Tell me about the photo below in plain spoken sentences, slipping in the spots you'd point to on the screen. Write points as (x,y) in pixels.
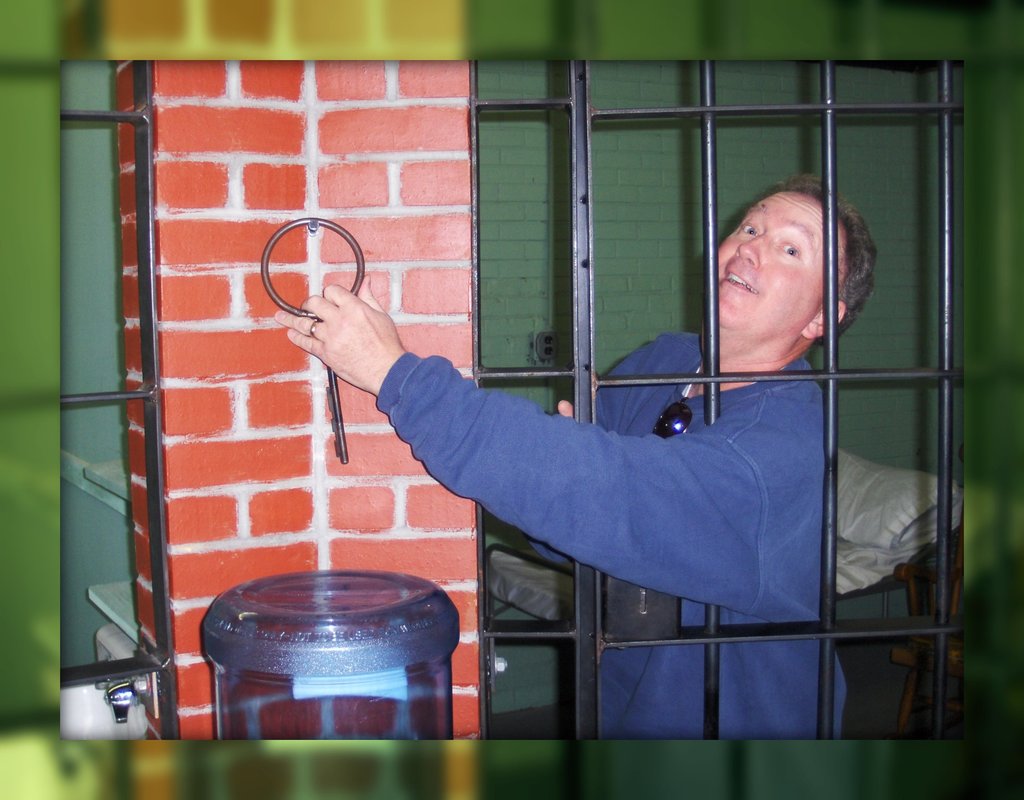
In this picture there is a man (730,464) standing behind the railing (953,311) and he is holding the key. There is a key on the wall (318,459). There is a bottle (309,723) in the foreground (291,714). At the back (851,434) there is a pillow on the bed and there is a wall (547,292).
